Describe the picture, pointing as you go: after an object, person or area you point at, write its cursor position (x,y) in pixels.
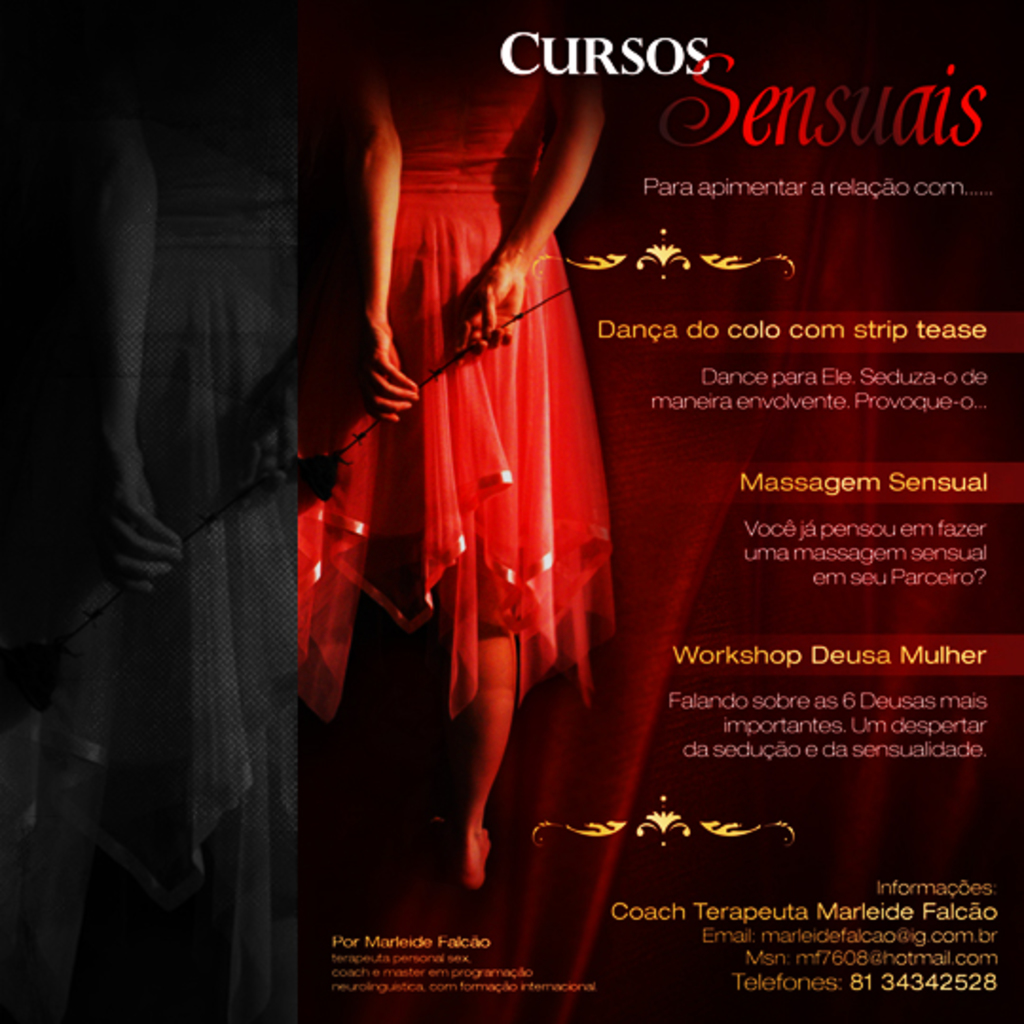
This is the poster (603,646) where we can see a girl (458,306) is holding flower (309,473). Right side of the image (794,406) text (793,743) is present.
